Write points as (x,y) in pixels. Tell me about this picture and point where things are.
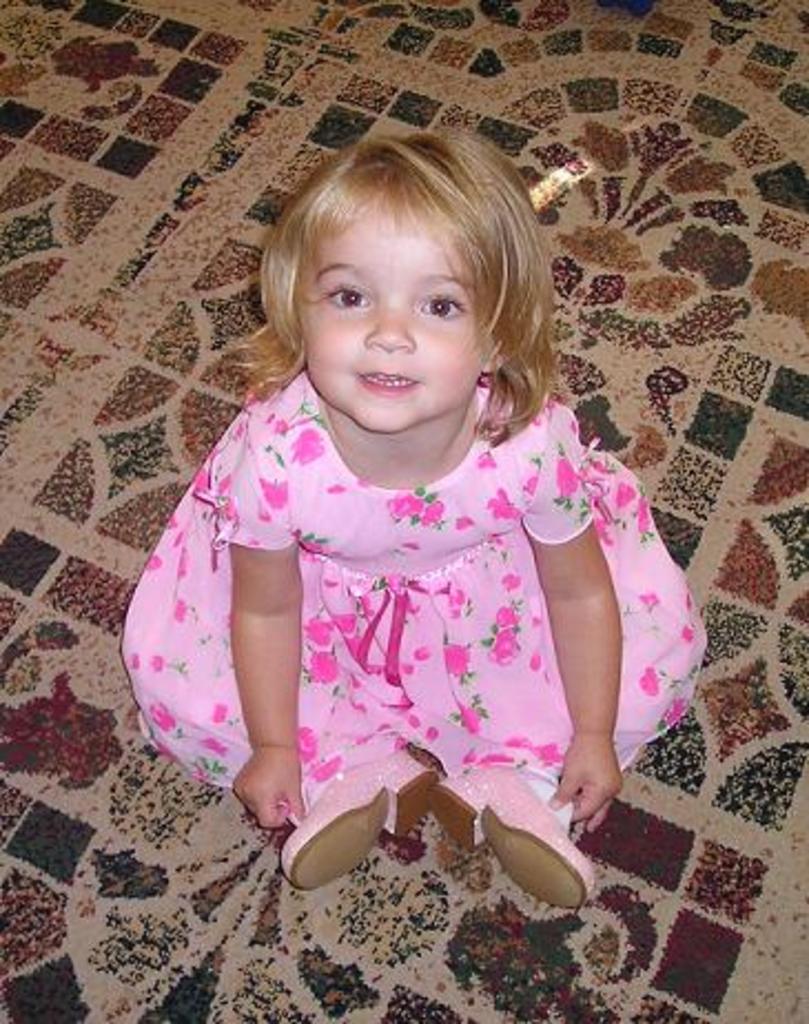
In this picture we can see a kid (399,636) sitting on the floor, she wore a pink color dress (447,624) and shoes (457,812).
